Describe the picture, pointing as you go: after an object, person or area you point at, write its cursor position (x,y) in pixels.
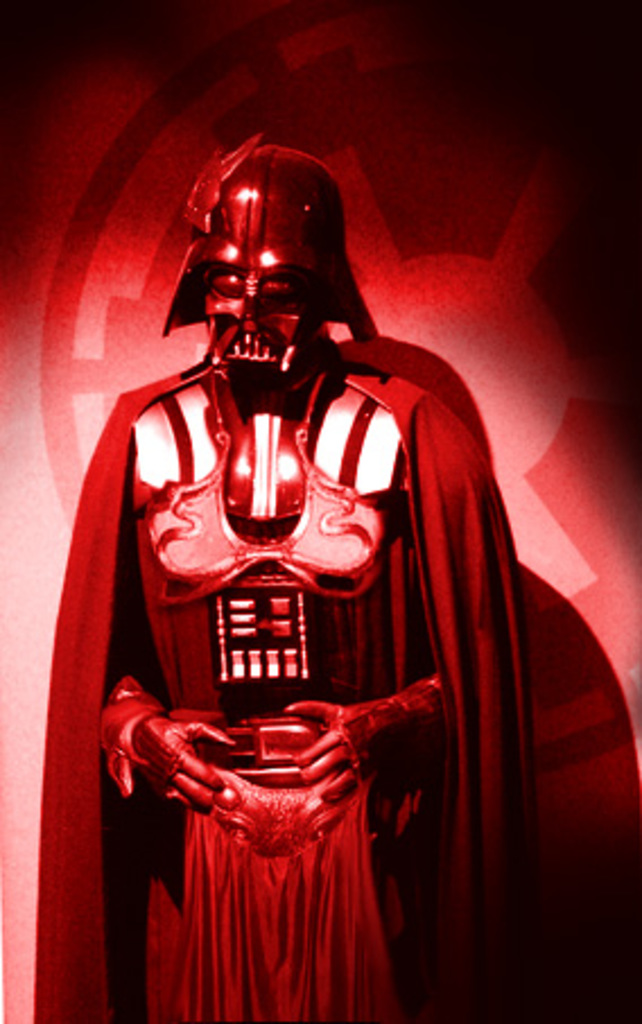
In this image we can see a statue (221,781). In the background (567,429) there is a wall (577,404).
